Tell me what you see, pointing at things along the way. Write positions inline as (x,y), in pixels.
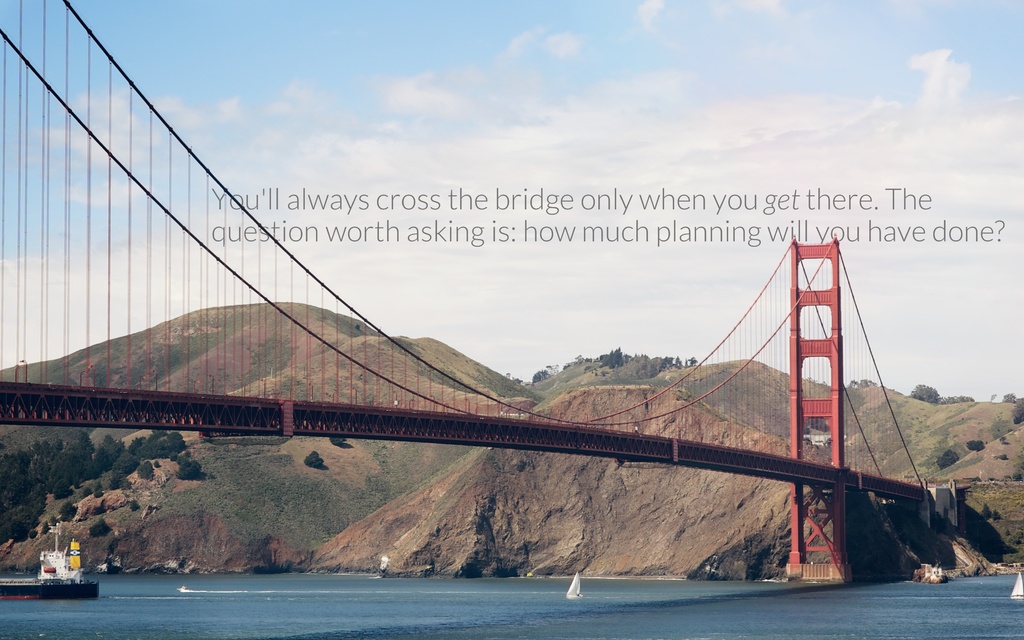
In this image there is water (342,590) in the front (234,607) and on the water (632,617) there is a ship (49,580) and there are objects (1019,591) which are white in colour. In the center (379,409) there is a bridge (805,467). In the background (233,347) there are mountains (245,382) and trees (66,457) and the sky (721,157) is cloudy and there is some text (879,228) written on the image.
